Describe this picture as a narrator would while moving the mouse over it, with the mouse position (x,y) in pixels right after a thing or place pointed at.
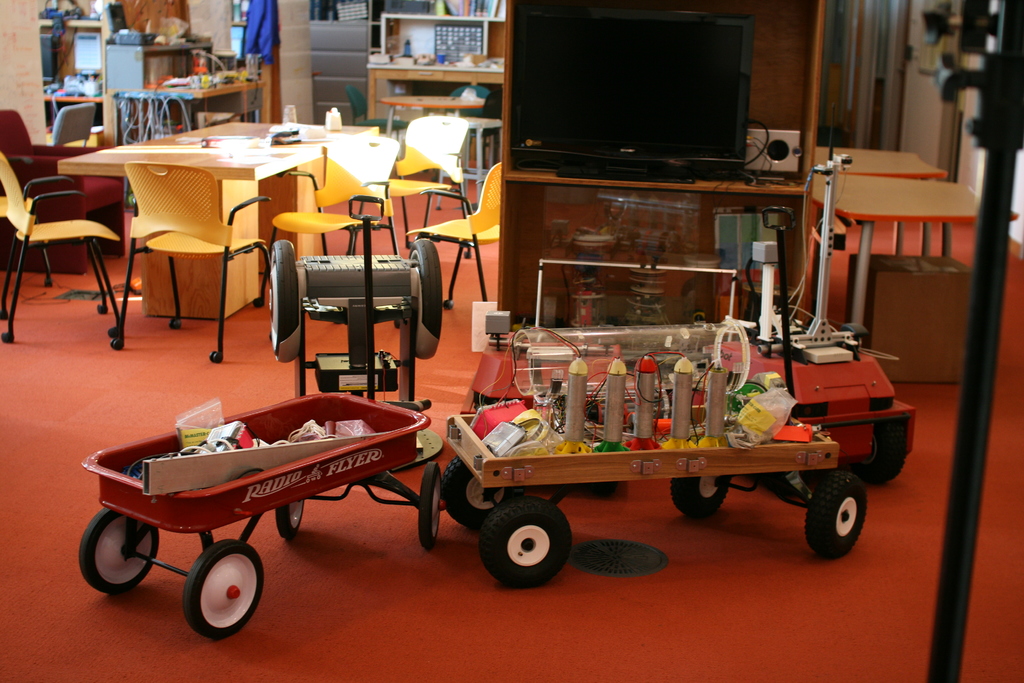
In this image I can see a TV (663,124) on the table (582,181) and a couple of chairs (317,221) on the floor (71,448). I can also see there is an object (583,470) in the front (503,490). In the background (118,29) I can see couple of objects (382,63) on a table (427,70).
